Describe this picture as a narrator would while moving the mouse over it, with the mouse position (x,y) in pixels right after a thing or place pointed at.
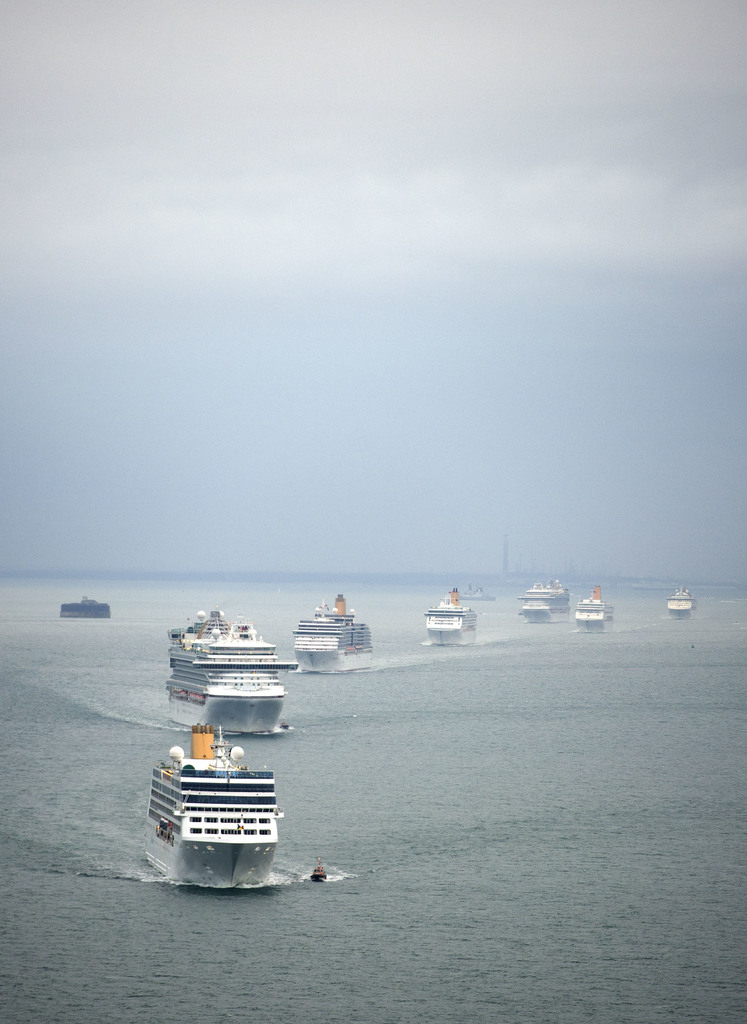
In this image I can see few ships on the water (74,834), they are in white color. Background (378,507) the sky (330,364) is in white color.
